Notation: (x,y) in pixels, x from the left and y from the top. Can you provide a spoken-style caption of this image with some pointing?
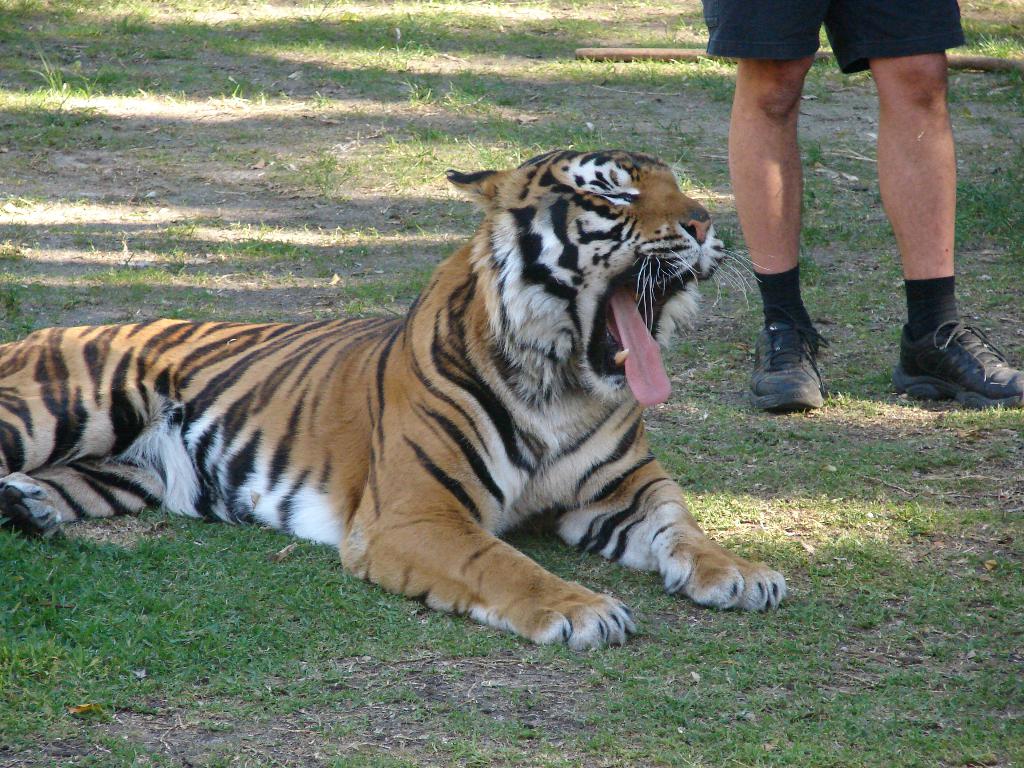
In this picture there is a tiger (551,273) sitting on the grass (802,622) and there is a person (809,357) standing. At the bottom (823,693) there is grass (789,715) and there is mud (511,715) and at the back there is a stick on the grass (282,190).
